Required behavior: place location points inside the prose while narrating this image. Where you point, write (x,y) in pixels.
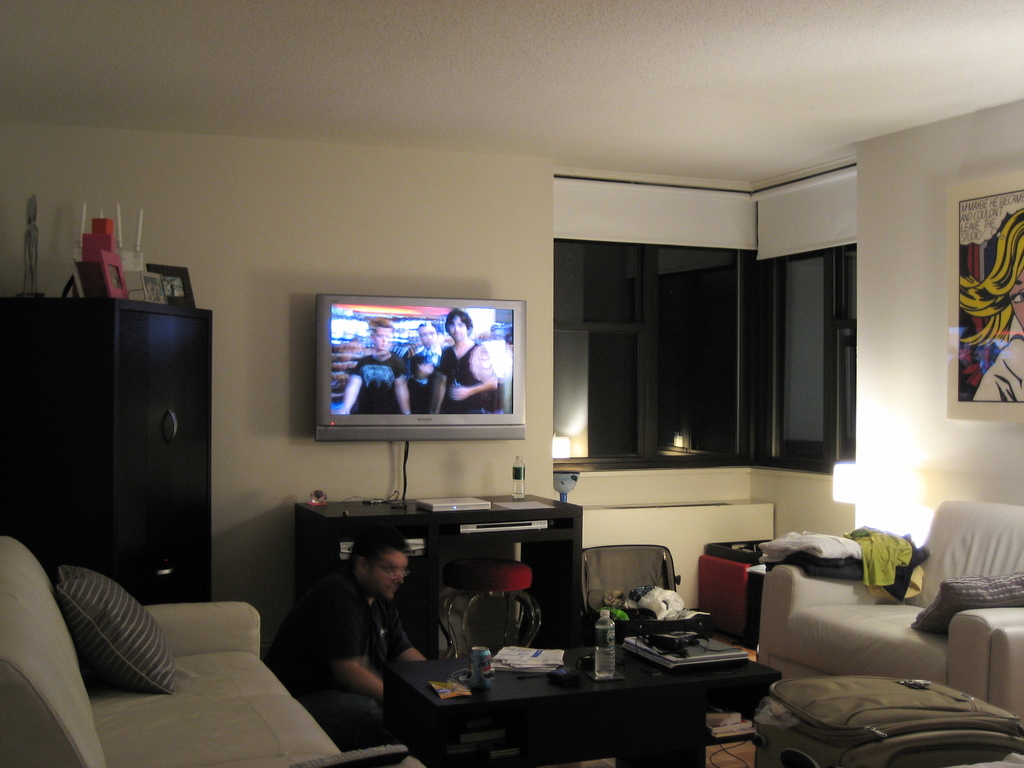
It is a closed room (947,126) one person (376,660) is sitting on the floor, we can see sofas (179,708) and pillows (121,634) on them, a tv (349,404) on the wall (314,281) and shelves (419,592) and a chair (442,624) under the shelf (427,626), a wardrobe (196,374), on that wardrobe (127,327) there are things (117,291). There is one suitcase (773,730) and one table (536,684) is there on that we are having a bottle (603,667), a can (479,670).
